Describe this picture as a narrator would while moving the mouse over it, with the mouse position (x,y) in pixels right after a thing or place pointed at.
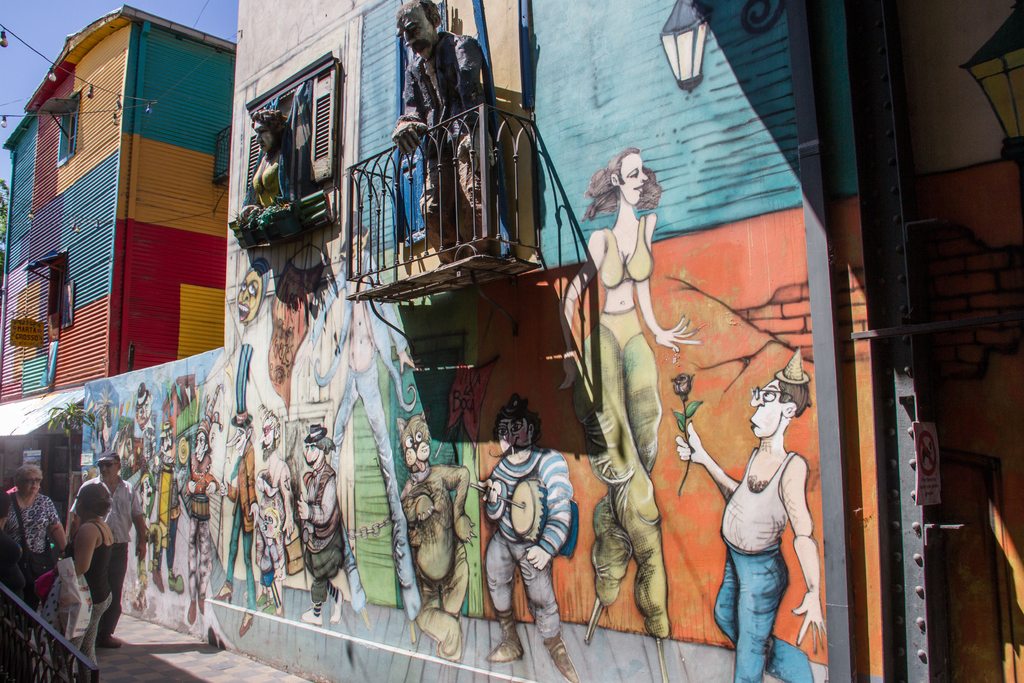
In this image, we can see paintings (617,169) on wall (994,143). Here we can see railing (483,201), building (177,174), board (10,340), sign board (919,498) and few objects (453,224). On the left side (42,657) bottom corner, we can see people (95,540), grille (43,643) and plant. On the left side (55,20) top corner there is the sky (34,60) and bulbs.
